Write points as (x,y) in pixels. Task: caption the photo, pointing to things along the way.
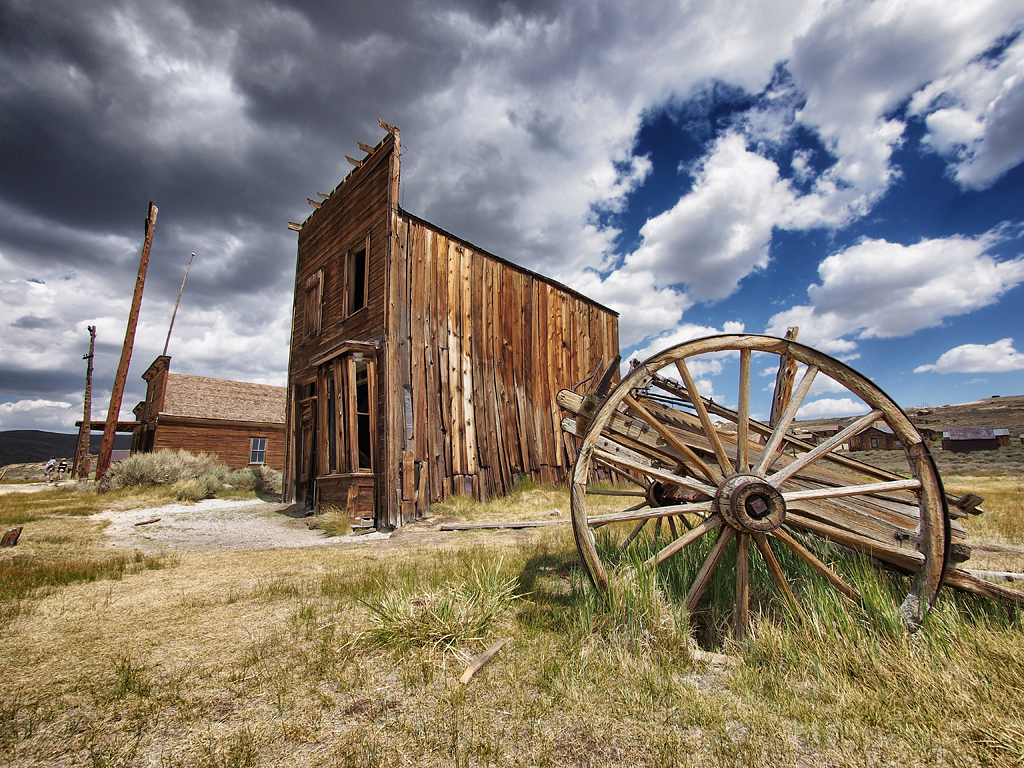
In this image I can see the grass (557,717). I can see the wooden coach (712,463). In the background (362,368), I can see the wooden houses (292,405) and clouds (758,180) in the sky (757,182).
